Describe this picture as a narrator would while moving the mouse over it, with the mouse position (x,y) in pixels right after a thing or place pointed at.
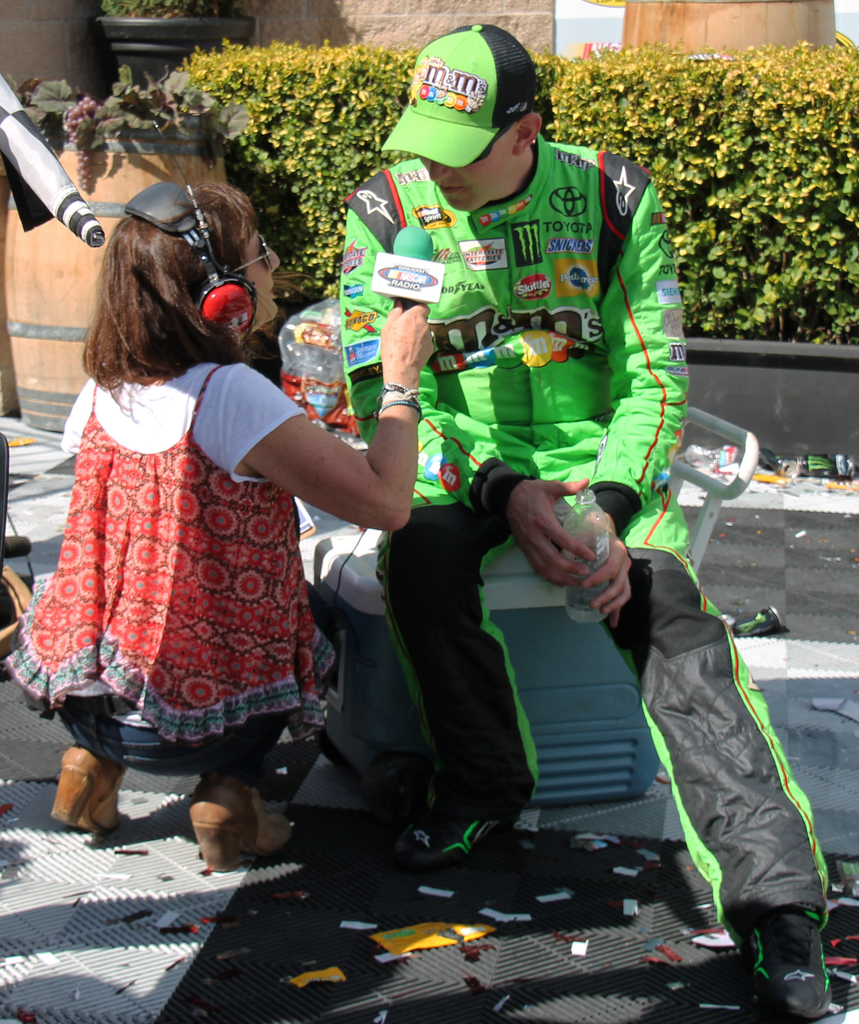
In the image there is a woman (219,462) sitting on road (280,756) holding mic (437,267) in front of man (503,309) in green jersey (484,358) and green cap (477,133), behind them there are plants (815,218) in front of the building (313,31).
